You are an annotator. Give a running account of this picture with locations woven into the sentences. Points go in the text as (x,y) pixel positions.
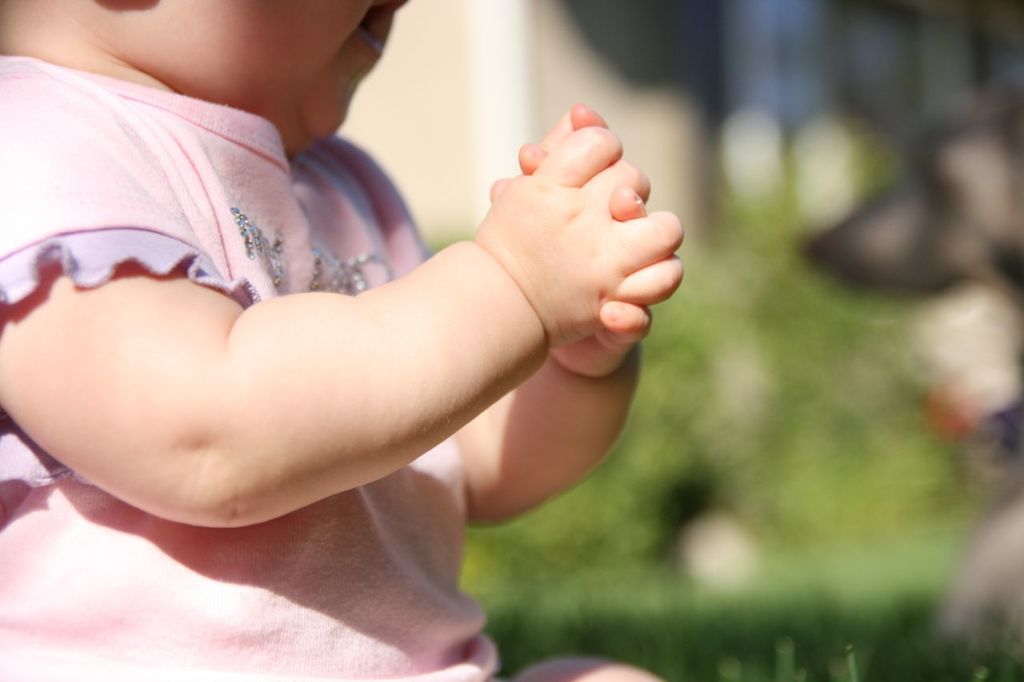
In the picture we can see a baby (278,567) wearing a pink T-shirt (263,570) and in the background (595,597) we can see some plants (600,543) which are blurred.
